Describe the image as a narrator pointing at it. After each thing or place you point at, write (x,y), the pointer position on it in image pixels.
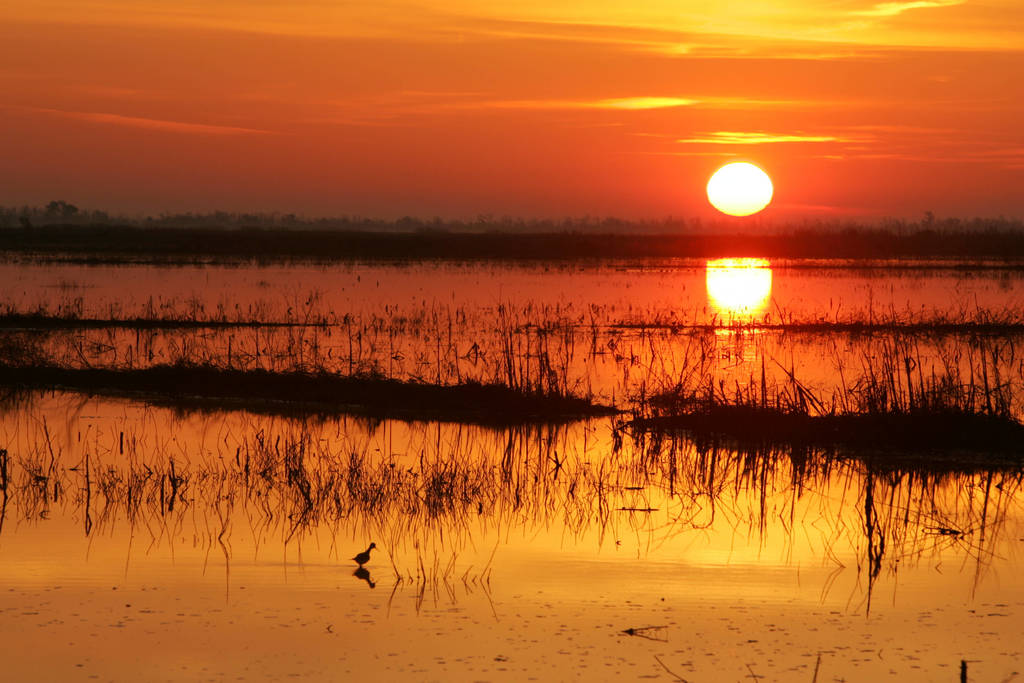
In this picture there is a bird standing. At the back (988,245) there are trees (1016,249). At the top (424,94) there is sky (368,119) and there are clouds (458,96) and there is a sun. At the bottom (710,641) there are plants (906,420) and there is water (606,579) and there is reflection (459,578) of sky (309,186), clouds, plants (739,324) and trees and sun (716,283) on the water (596,549).
